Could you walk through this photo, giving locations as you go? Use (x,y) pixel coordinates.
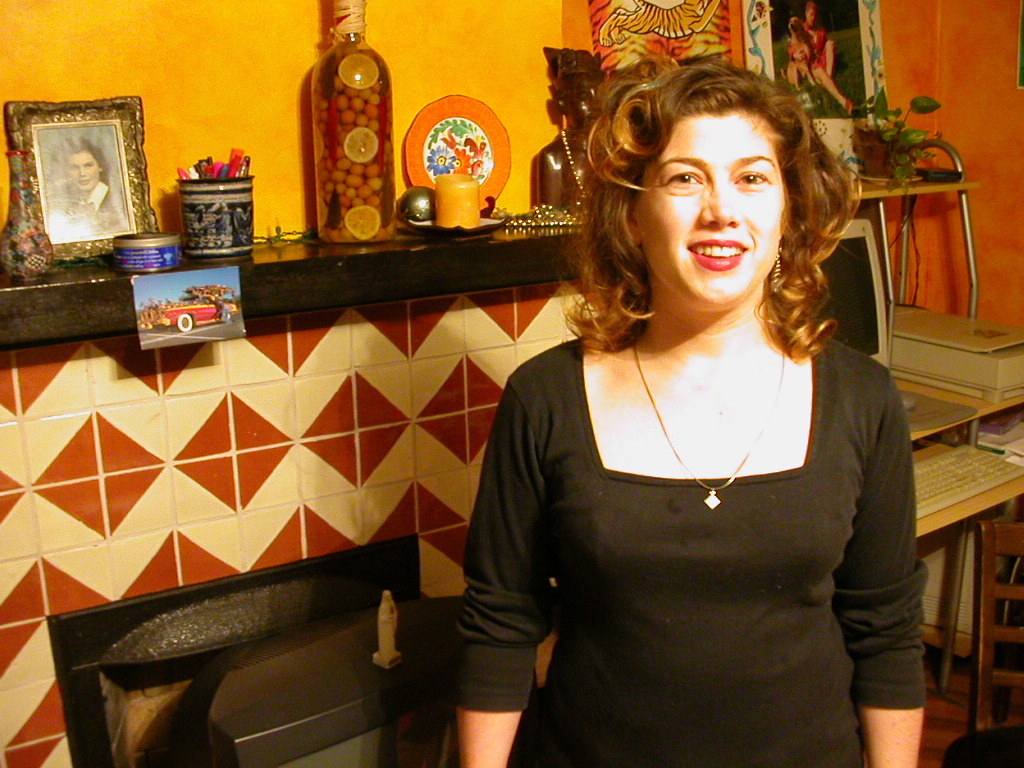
in this picture we can see a woman (663,230) is standing and she is smiling, and at back (441,66) there is wall (387,58), and there are some objects (343,66) like photo frame (116,138), bottle (319,151) pens (243,166) and here is the flower pot (898,135) and here is the computer (870,317) and keyboard (950,468).
